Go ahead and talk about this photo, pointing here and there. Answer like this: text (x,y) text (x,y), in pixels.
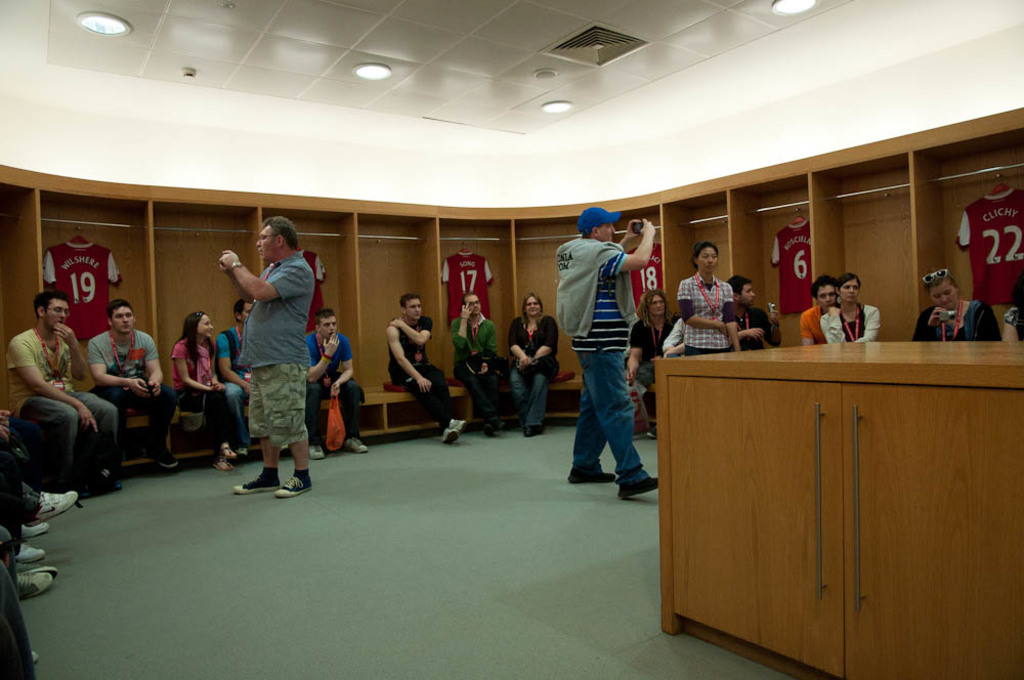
In the image there are people (71,409) sitting around the room (448,386) on a bench (461,386) in front of cupboards (107,234) with jerseys (994,225) inside it and two men (287,298) standing in the middle (589,308) taking pictures and above there are lights (562,108) over the ceiling (355,57).
